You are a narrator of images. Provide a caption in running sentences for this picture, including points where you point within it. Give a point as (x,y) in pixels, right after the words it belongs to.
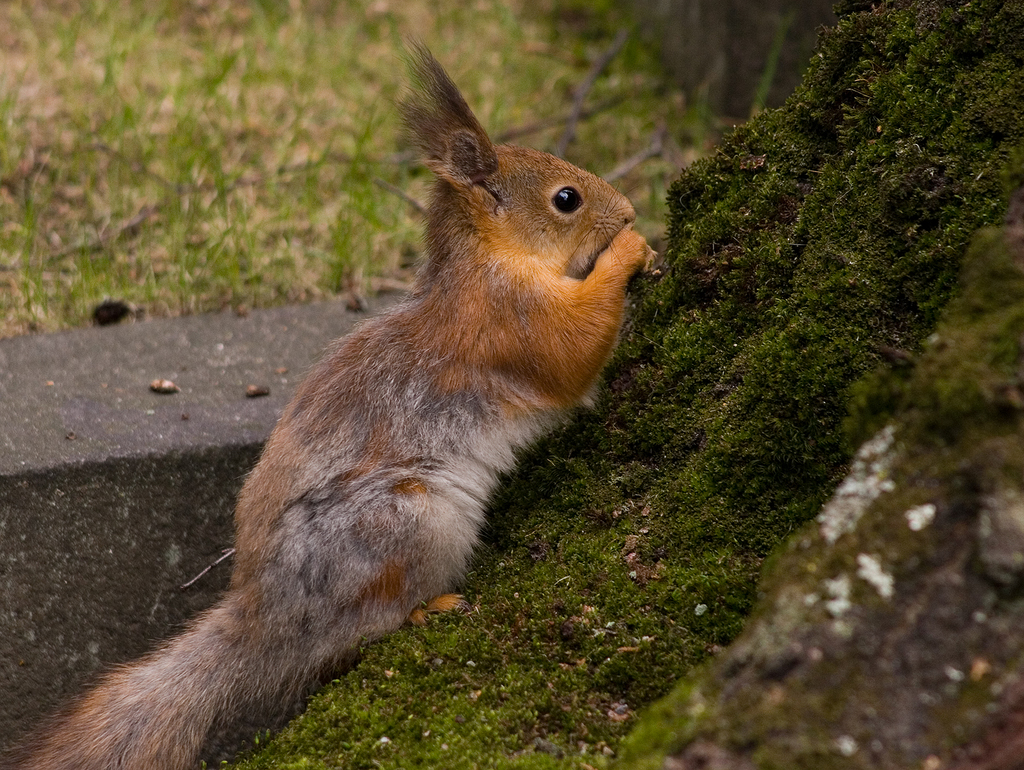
In this image, I can see a squirrel (386,510) on the moss (641,570). In the background (188,472), I can see a rock (193,377) and the grass (163,236).
